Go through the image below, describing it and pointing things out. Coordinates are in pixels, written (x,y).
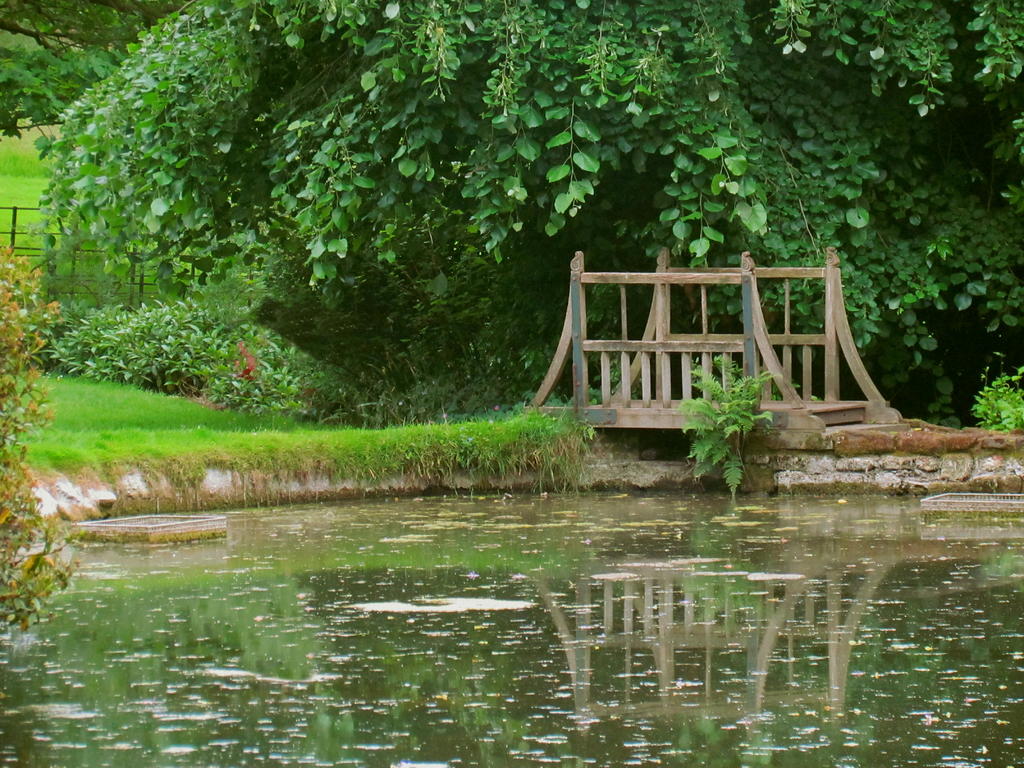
In this image I can see the lake (786,501) and I can see a wooden bridge (641,409) visible beside the lake (576,506), at the top (502,111) I can see trees (862,75) and bushes (384,278) and grass (64,421) in the middle (527,397).
